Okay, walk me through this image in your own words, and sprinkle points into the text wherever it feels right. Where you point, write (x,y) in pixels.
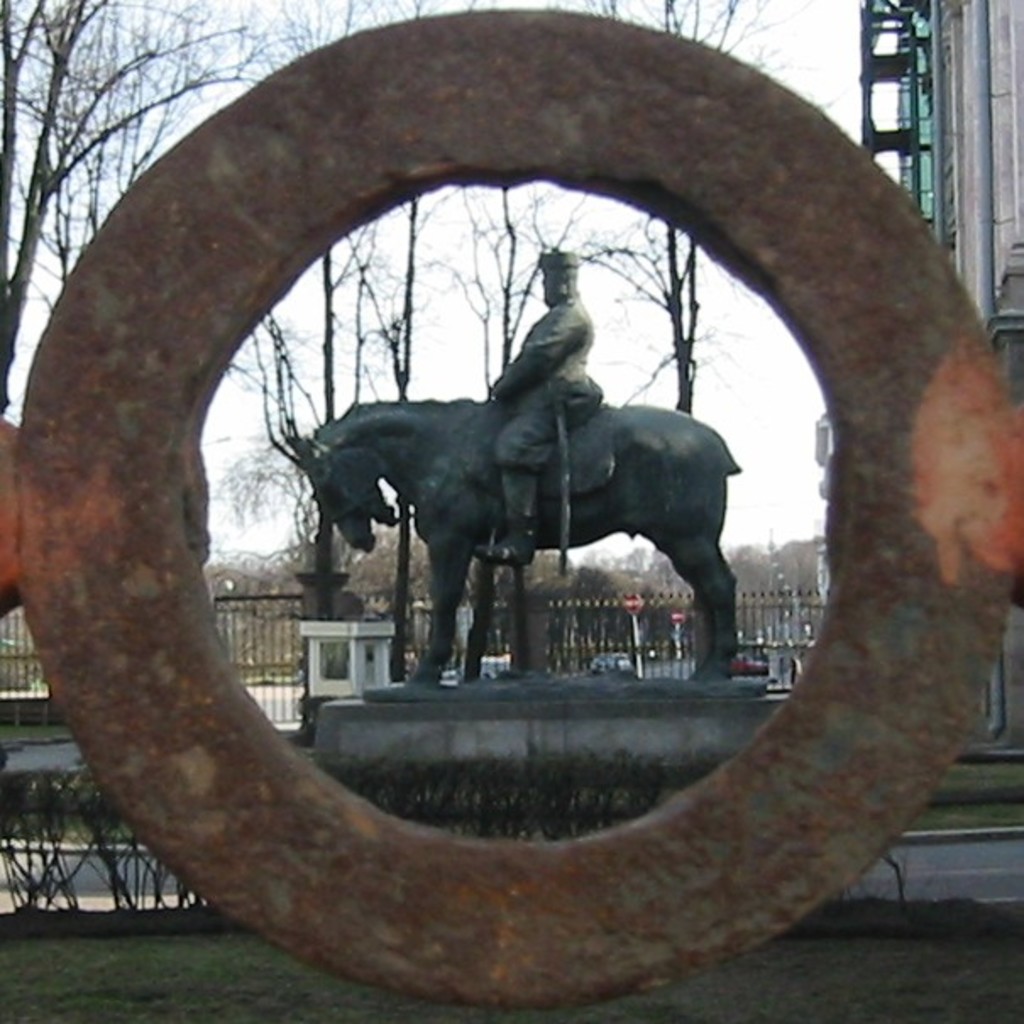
Here we can see a ring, sculpture (584,440), fence (662,611), and trees (686,388). This is grass (210,952) and there are plants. In the background (821,48) we can see sky (824,67).
